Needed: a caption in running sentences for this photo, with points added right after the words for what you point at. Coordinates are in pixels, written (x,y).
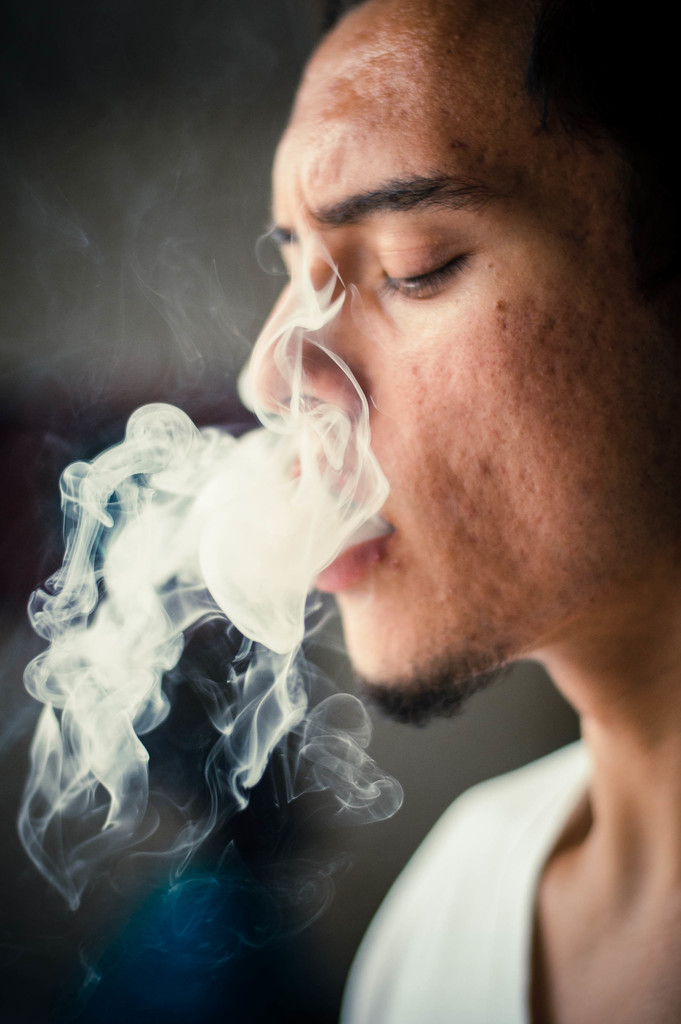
In this image, we can see a person (647,944). Background (175,1000) it is blur view. Here person (400,542) is exhaling the smoke (272,552).
